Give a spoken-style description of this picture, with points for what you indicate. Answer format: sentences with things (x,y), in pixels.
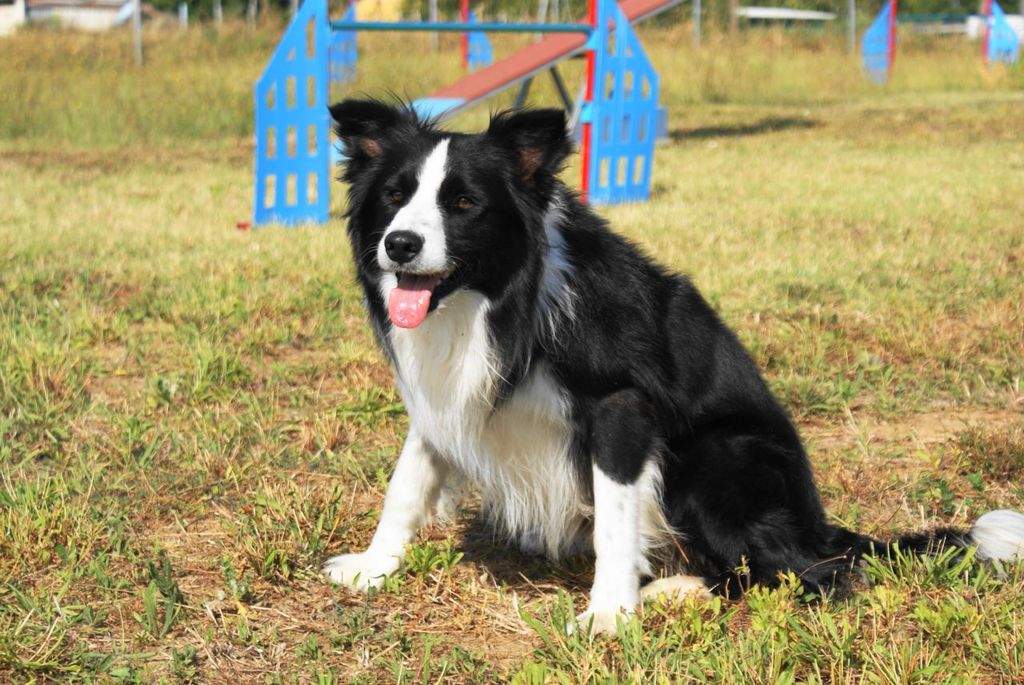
In this image we can see a dog (522,269) on the ground (147,227). On the ground (270,282) there is grass (656,199). In the back (637,186) there is seesaw (571,46) and some other objects (879,40).
